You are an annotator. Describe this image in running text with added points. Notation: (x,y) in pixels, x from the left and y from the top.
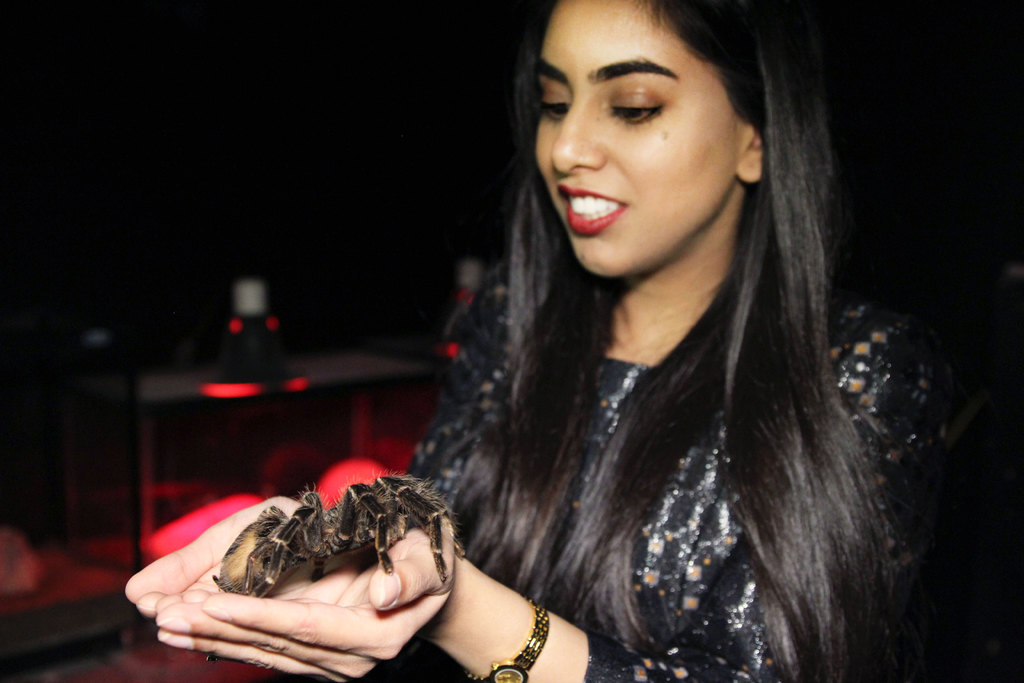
In this image in front (159,577) there is a woman (480,534) holding a tarantula (301,500). Behind her there is a table (419,361) with some object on it.
